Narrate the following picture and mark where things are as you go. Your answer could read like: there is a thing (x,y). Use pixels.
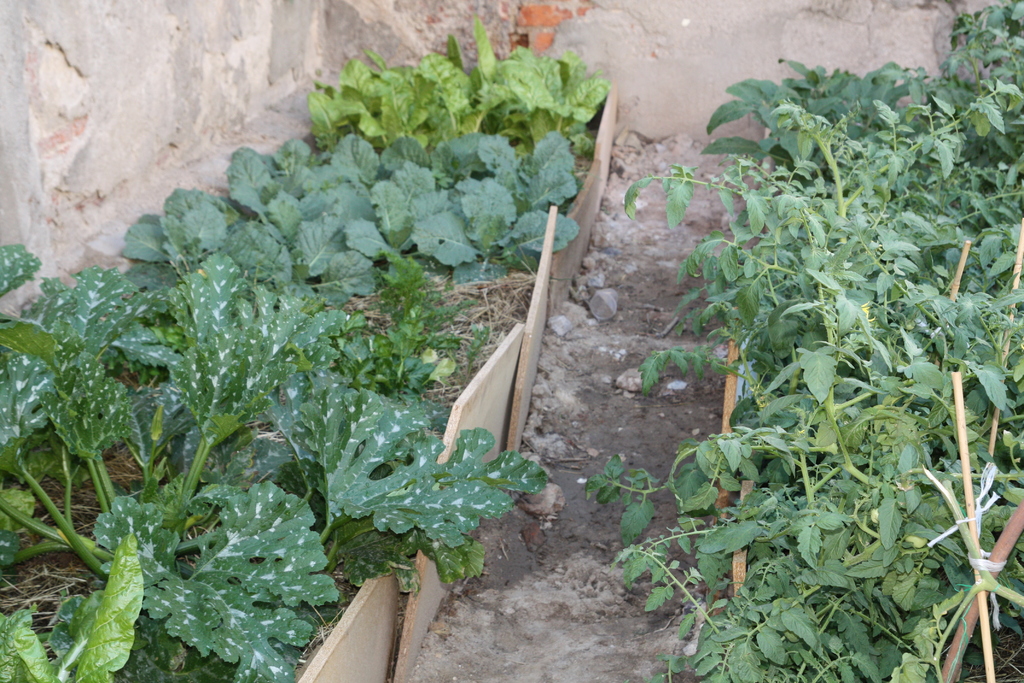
In this image I can see few green color plants (455,191) and boards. Back I can see a wall (305,23).
